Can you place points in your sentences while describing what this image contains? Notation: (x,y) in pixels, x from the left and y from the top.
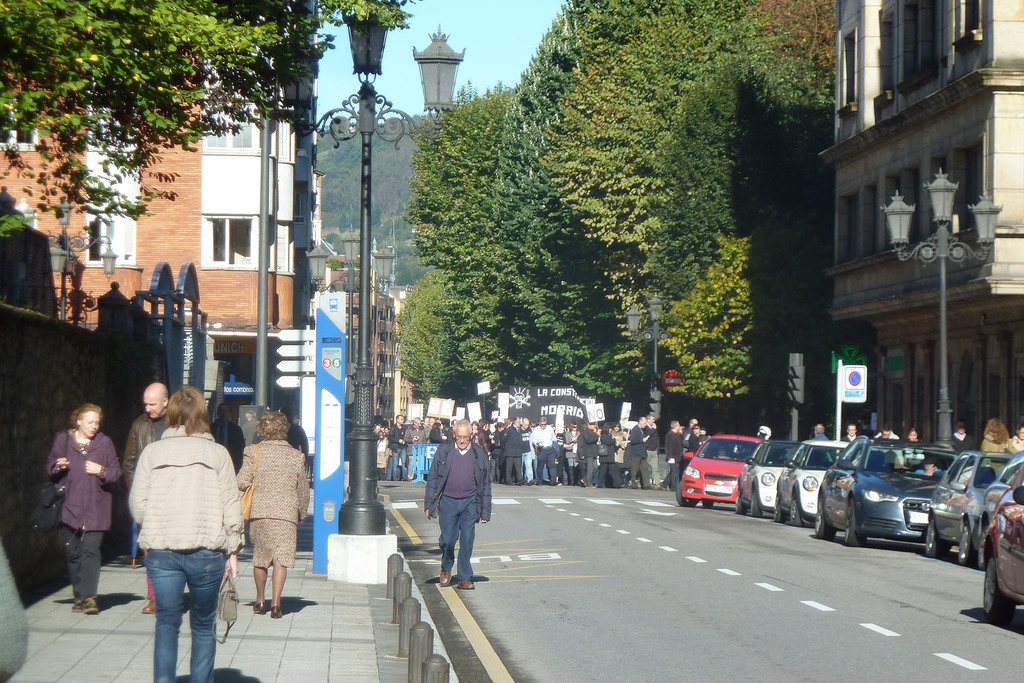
In the picture we can see a road (657,549) and zebra crossing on it and beside the road (945,549) we can see some cars (698,467) are parked and beside it we can see a pole (941,268) with lights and building (907,333) and beside the building (954,157) we can see trees (798,237) and some people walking on the road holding some boards (435,398) and on the opposite side of the building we can see a path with some poles (367,426) and people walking on it and some building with windows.
